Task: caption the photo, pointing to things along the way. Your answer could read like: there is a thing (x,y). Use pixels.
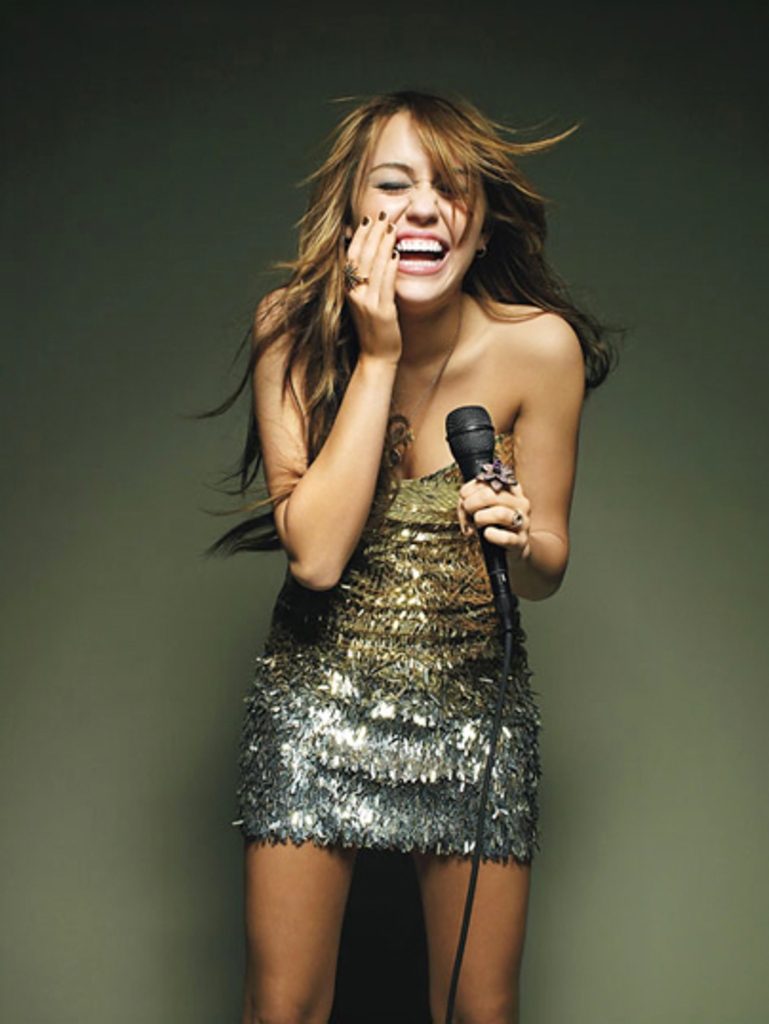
Here we can see a woman (347,681) with a microphone (484,444) in her hand (504,520) laughing.
